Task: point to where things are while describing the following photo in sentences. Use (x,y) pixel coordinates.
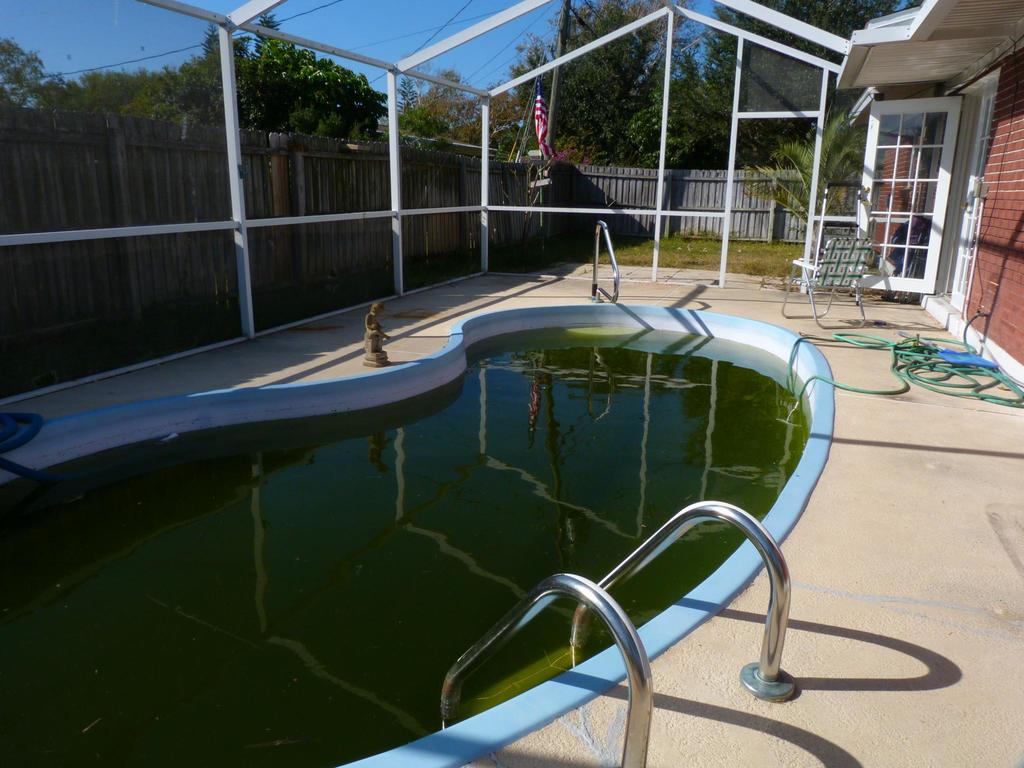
In this picture we can see swimming pool (419,621) at the bottom (403,621), on the right side (915,255) there is a house (964,224), in the background (711,111) there are some trees (402,117), we can see wooden fencing (565,192), a flag (542,137) and some metal rods (657,202) in the middle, there is the sky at the top of the picture (369,30).
